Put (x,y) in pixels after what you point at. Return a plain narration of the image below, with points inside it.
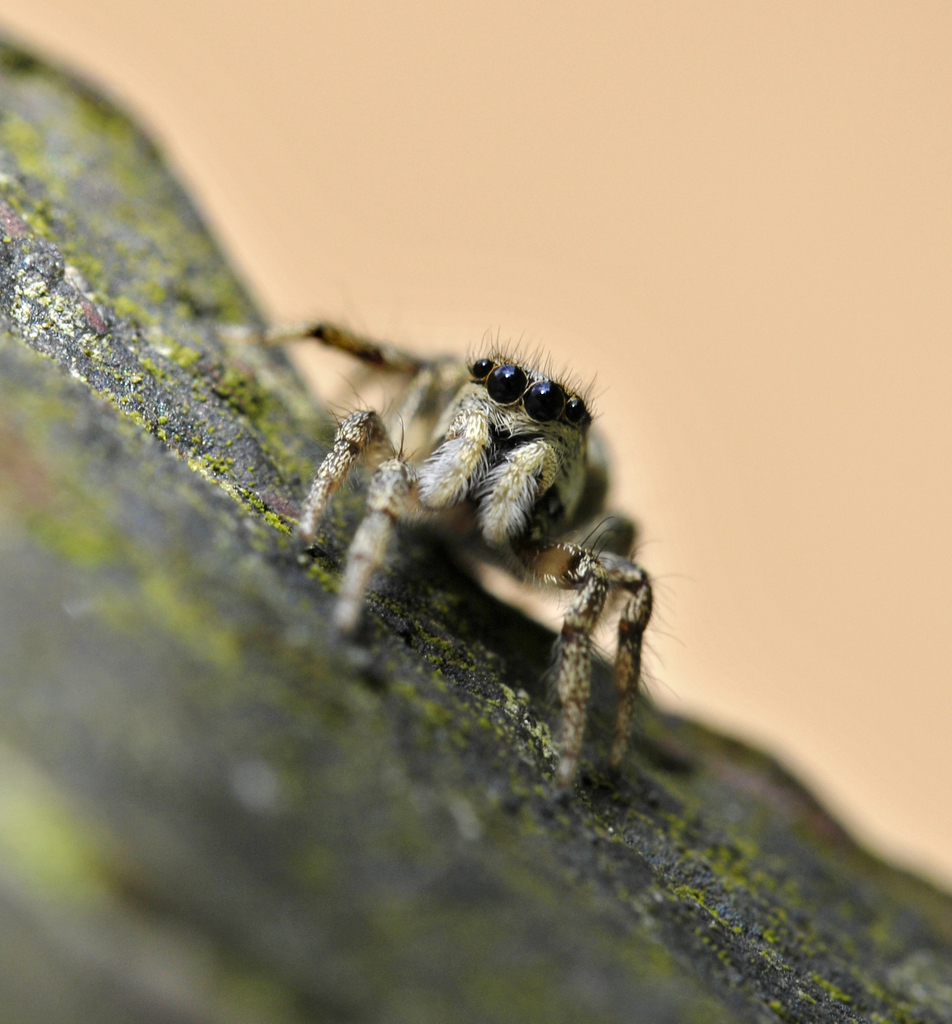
In this image we can see a spider (569,514). In the background (287,80) it is blur.
